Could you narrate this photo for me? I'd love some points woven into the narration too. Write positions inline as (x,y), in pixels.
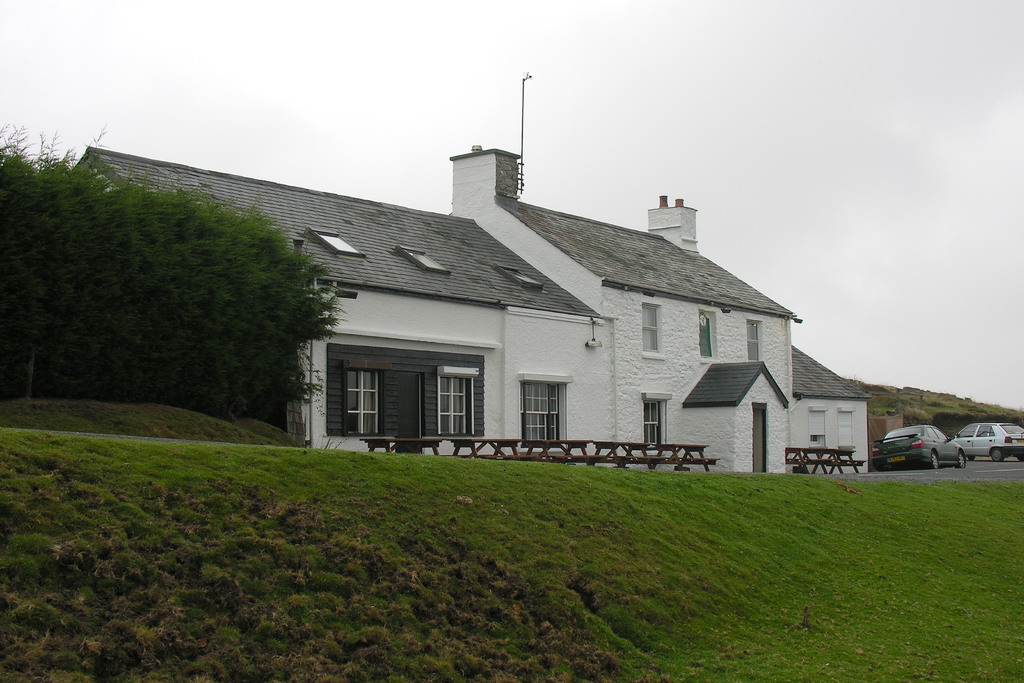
At the bottom of the picture (575,519), we see the grass (643,505). In the middle of the picture (519,439), we see the wooden benches (433,444). Beside that, we see the buildings (630,320) in white color with the grey color roof (484,257). On the left side (180,274), we see the trees (115,342). On the right side (937,430), we see the cars (937,430) parked on the road (989,470). At the top (767,158), we see the sky (600,144).
